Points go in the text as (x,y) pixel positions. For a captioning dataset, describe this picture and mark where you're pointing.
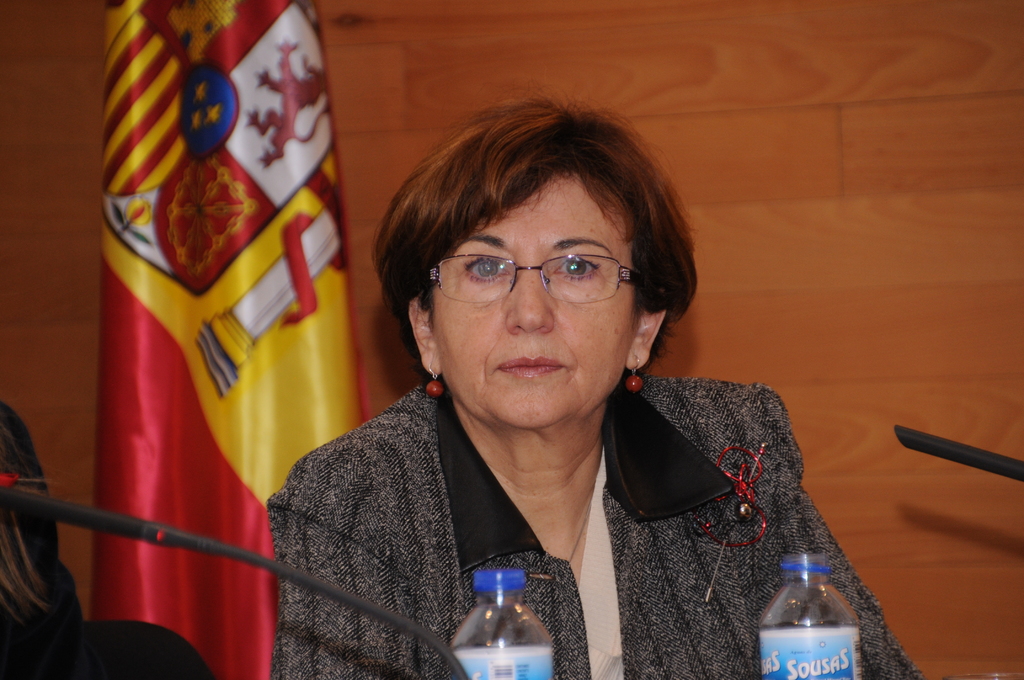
In this image, There are two bottles (513,637), There is a microphone (21,501) which is in black color, In the middle (484,445) there is a woman (762,517) sitting, In the background (816,226) there is a wall (689,73) which is in brown color, In the left side (212,98) there is a flag (180,206) which is in red color.
